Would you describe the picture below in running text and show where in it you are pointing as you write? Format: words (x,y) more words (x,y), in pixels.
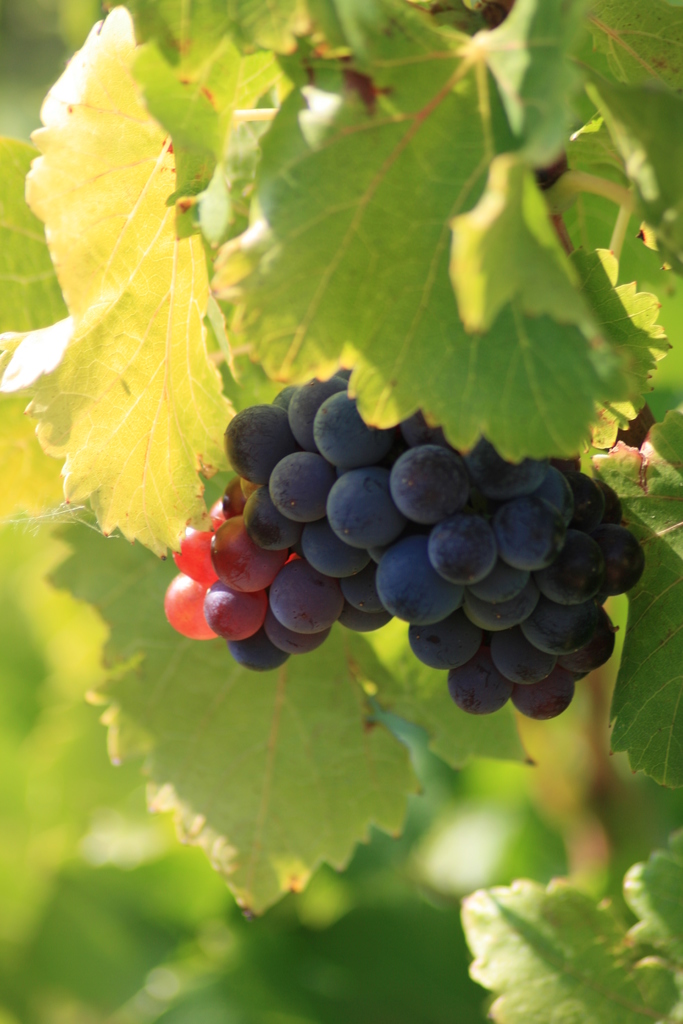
In the image there is a bunch of black grapes (342,536). And also there are green leaves (220,692).
